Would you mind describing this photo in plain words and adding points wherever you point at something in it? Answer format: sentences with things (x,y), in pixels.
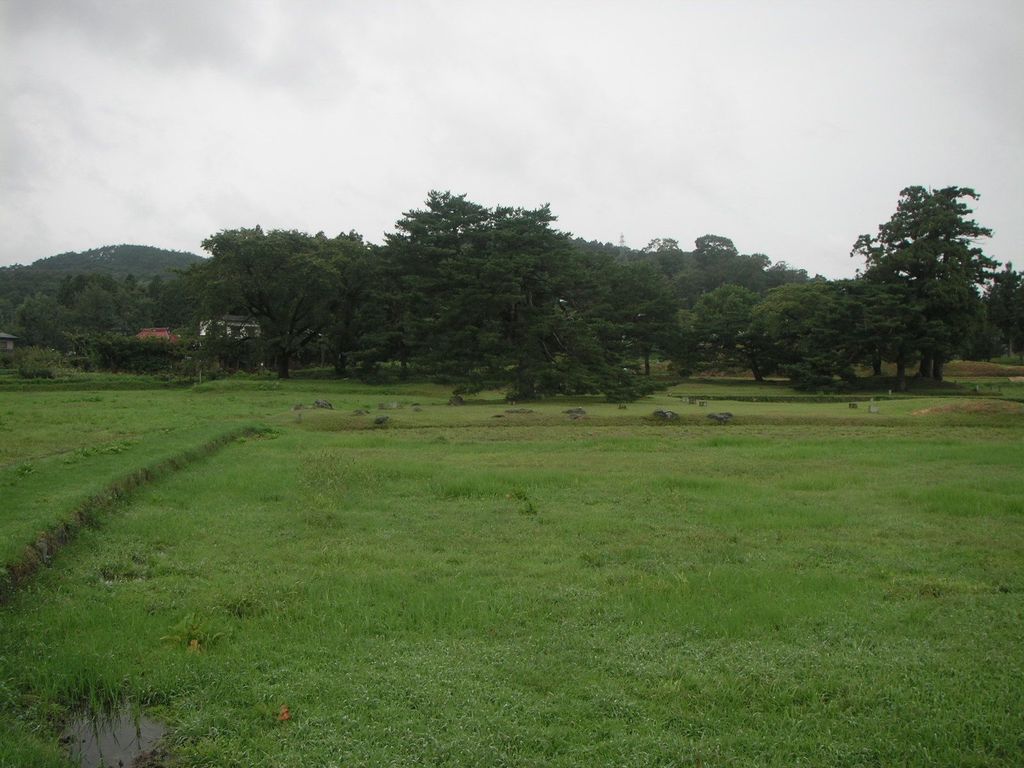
In this picture I can see grass (964,580), plants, there are trees (567,268), and in the background (598,110) there is sky (368,78).
